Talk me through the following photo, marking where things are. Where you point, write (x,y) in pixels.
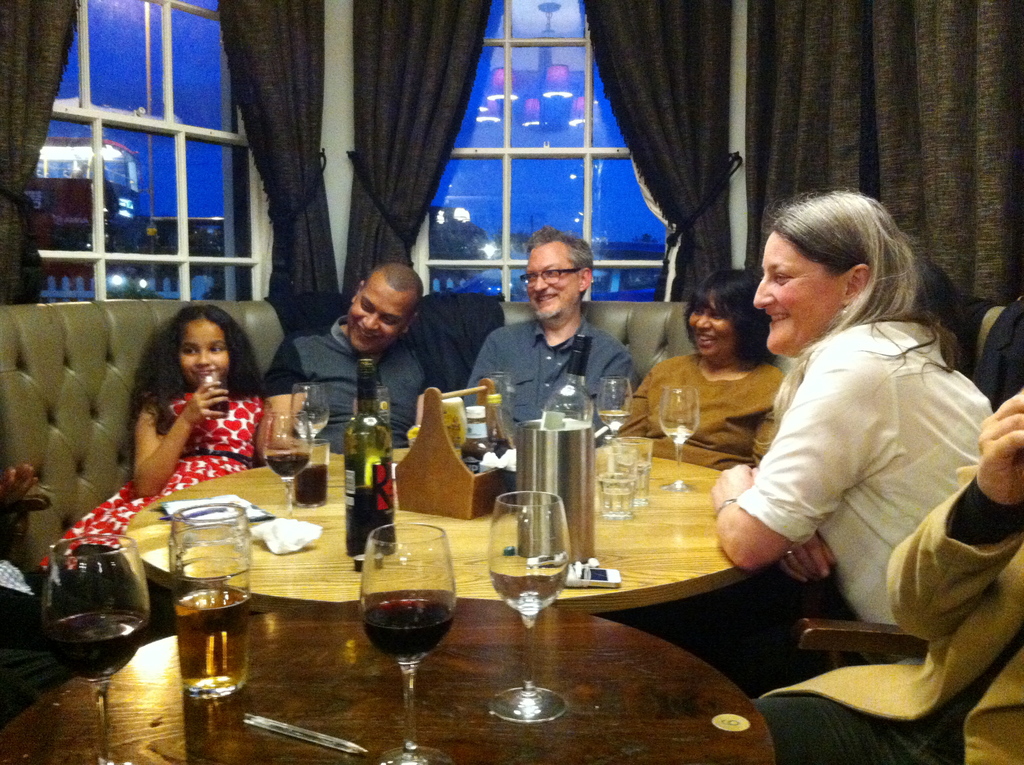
A family members (857,310) are sitting around a table (319,592). There are few wine bottles (574,419) and some glasses (647,449) on the table (661,521). There are windows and curtains (686,189) in the background (234,262).
